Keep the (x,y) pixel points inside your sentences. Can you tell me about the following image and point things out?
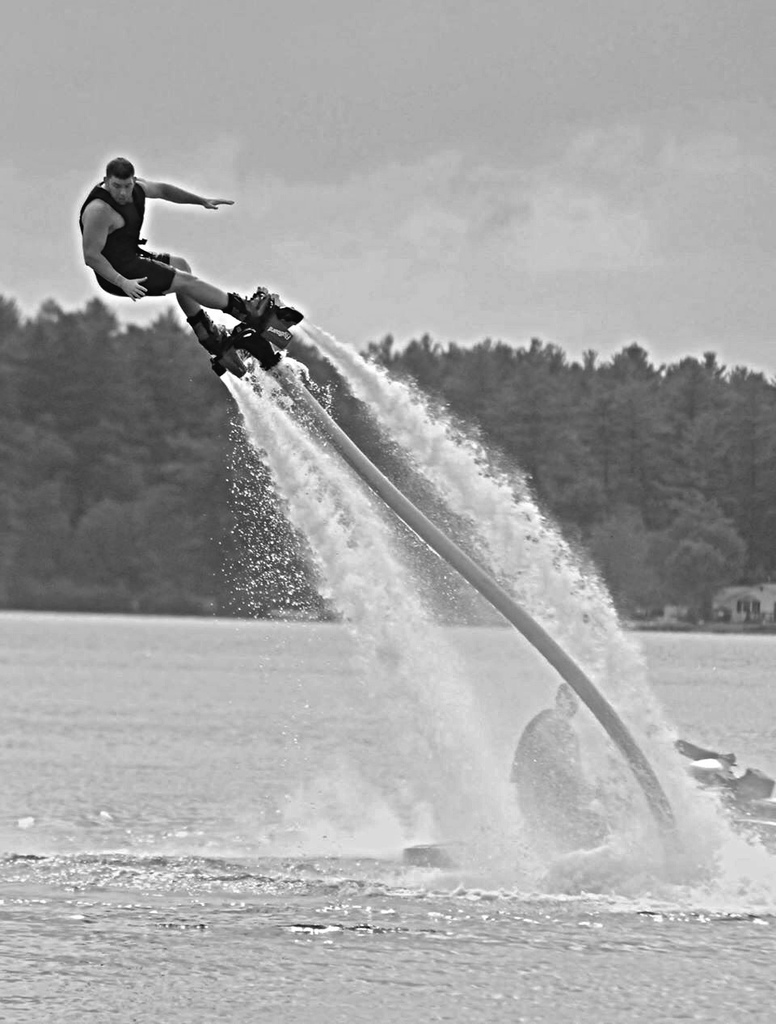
In the foreground of this image (498,679), there is a man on a fly board (277,368) and also a boat (734,795) on which there is a man (564,757) which is on the water (455,950). In the background (627,451), there are trees (648,452), sky (510,163) and the cloud (510,163).
